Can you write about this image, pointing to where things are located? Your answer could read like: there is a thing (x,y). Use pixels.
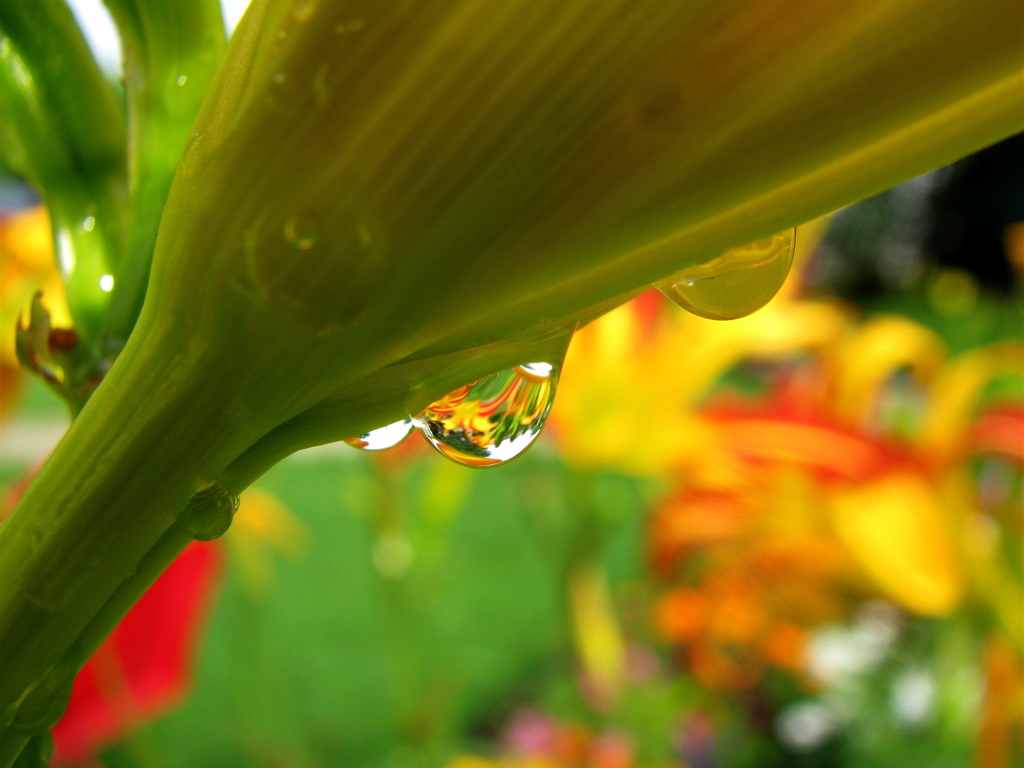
This image consists of a plants (225,324) and there are water droplets (531,375) in the front (444,454). And the background (834,535) is blurred.
